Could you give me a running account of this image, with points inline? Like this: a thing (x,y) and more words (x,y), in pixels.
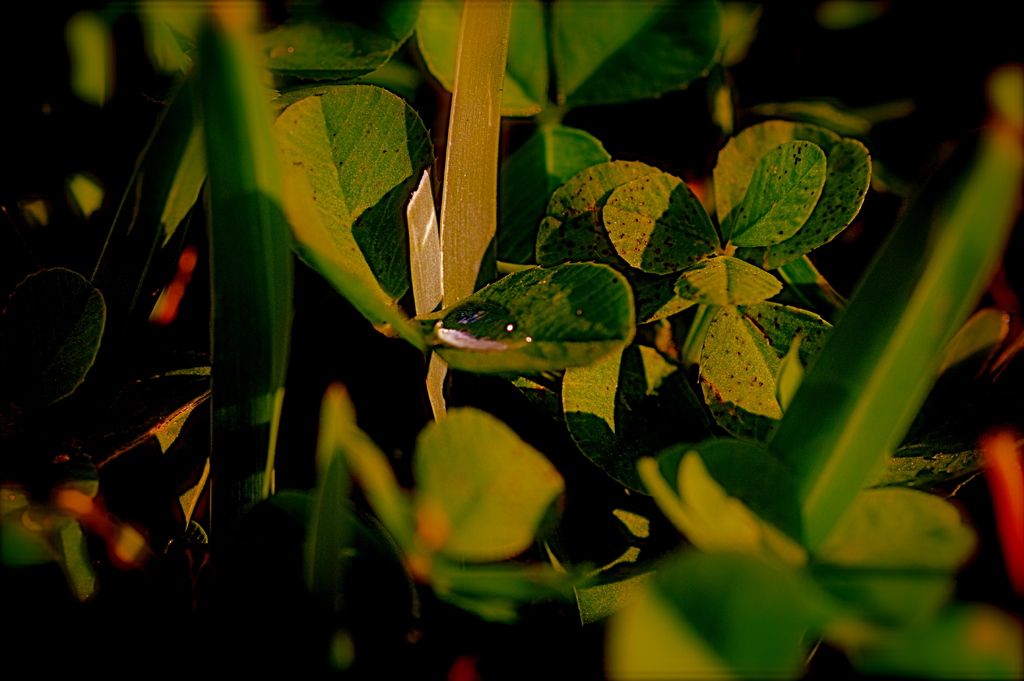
In this image we can see there are plants (485,202) and there is a water drop (485,327) on the leaf (535,339).
